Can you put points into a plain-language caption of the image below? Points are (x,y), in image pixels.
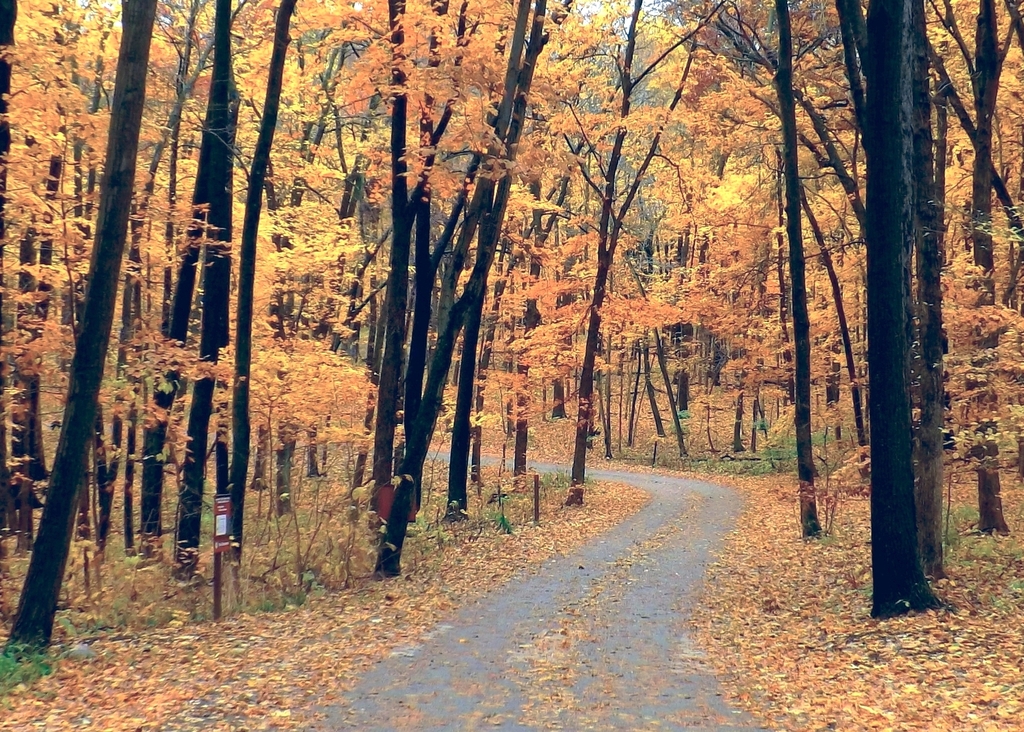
In the picture we can see a forest (227,563) with full of trees (23,31) and in the middle of the trees (580,462) we can see a pathway (663,517).
